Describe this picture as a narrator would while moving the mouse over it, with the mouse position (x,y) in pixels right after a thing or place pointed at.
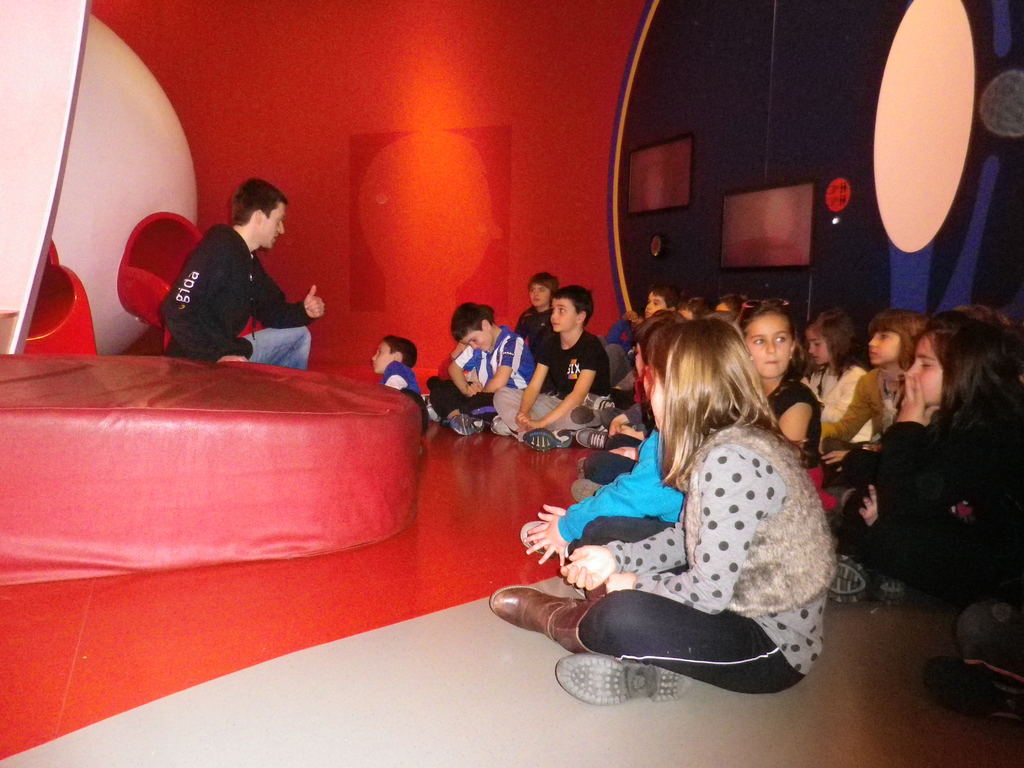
There are group of people (693,638) sitting on the floor (519,461). This looks like a couch (234,405). Here is the man (241,343) sitting. I think these are the chairs (78,306), which are red in color. This looks like a wall (820,159) with the design (917,196) on it. I think these are the frames (687,189), which are attached to the wall (782,143).
